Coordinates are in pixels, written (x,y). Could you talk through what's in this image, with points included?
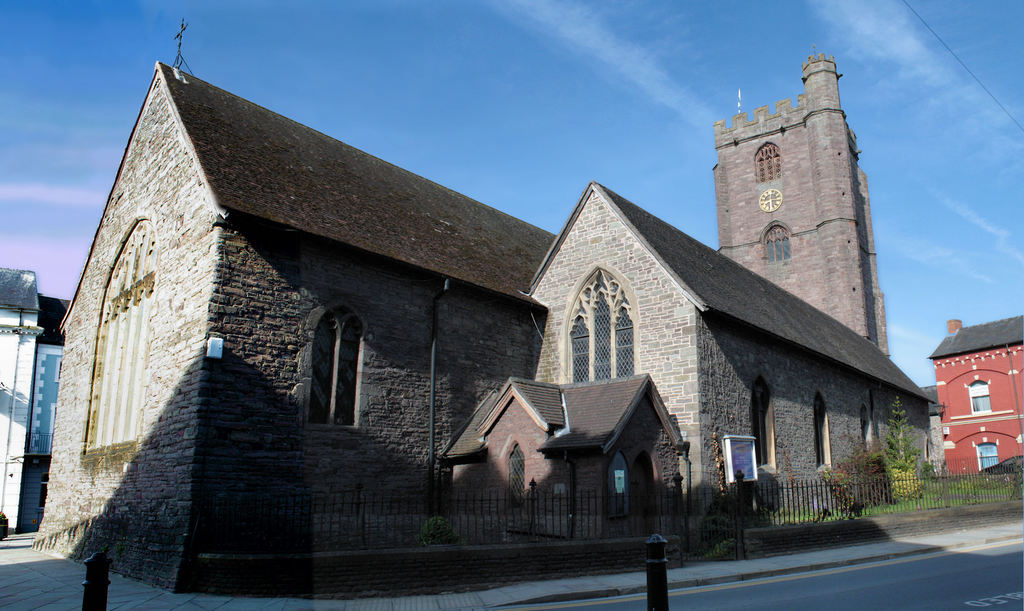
In this image in the front (91,575) there are poles (99,561). In the center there is a fence (559,511) and in the background (465,452) there are buildings (785,348), plants (841,469) and there is grass (930,490) on the ground (963,478) and on the right side (813,228) in the background (811,232) there is a tower (813,237) and on the tower (790,216) there is a clock (775,206).
